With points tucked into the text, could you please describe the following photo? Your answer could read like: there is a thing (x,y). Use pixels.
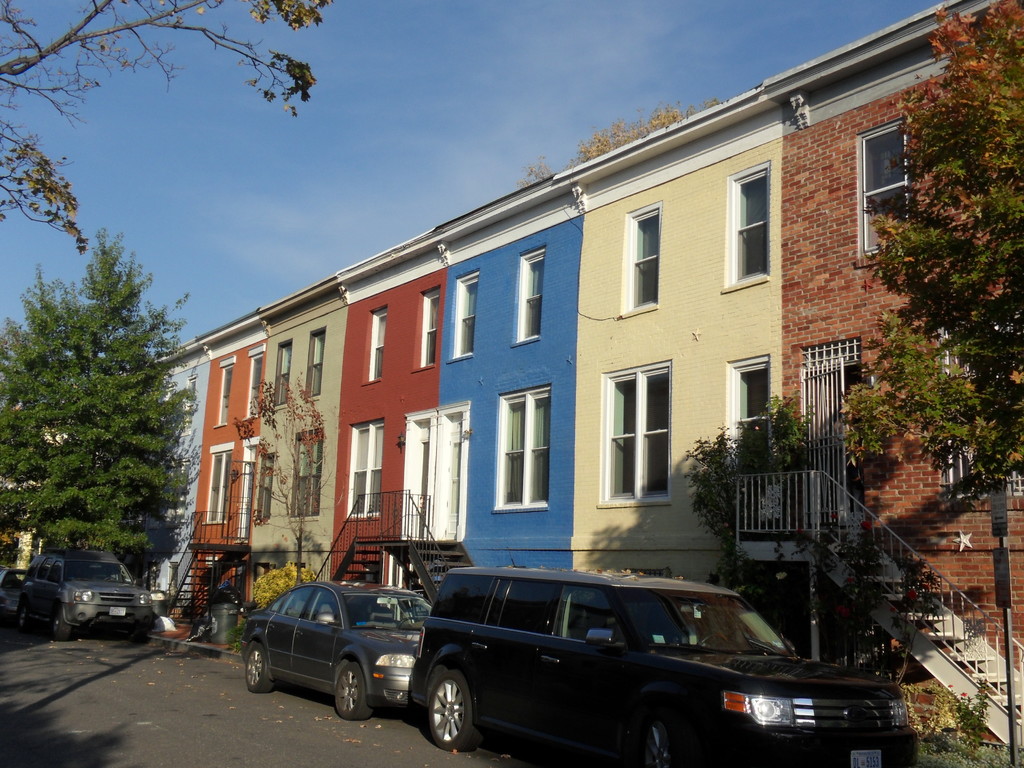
In this picture, we can see a few buildings (503,386) with windows (509,454), doors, stairs (812,527), railing (764,532), ground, trees (52,470), poles (1003,614), boards (998,602), vehicles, road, and the sky (367,202) with clouds (522,130).
